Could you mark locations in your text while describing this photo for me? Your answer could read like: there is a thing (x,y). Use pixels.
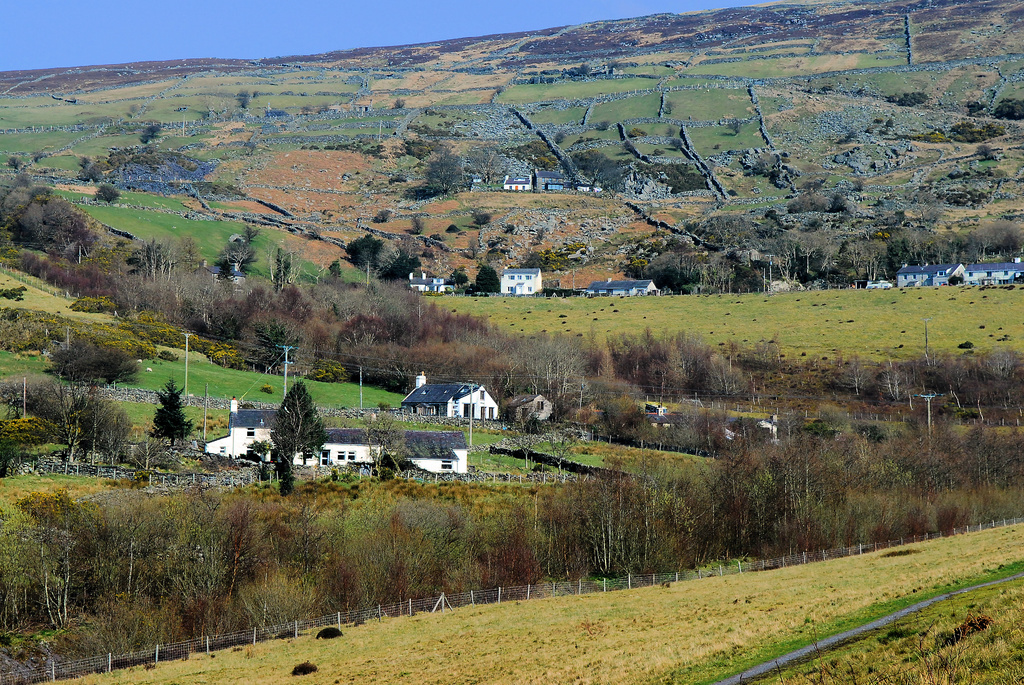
In this picture we can see a fence (120,653) and behind the fence (825,558) there are trees (455,510), houses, poles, hill (528,232) and a sky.
